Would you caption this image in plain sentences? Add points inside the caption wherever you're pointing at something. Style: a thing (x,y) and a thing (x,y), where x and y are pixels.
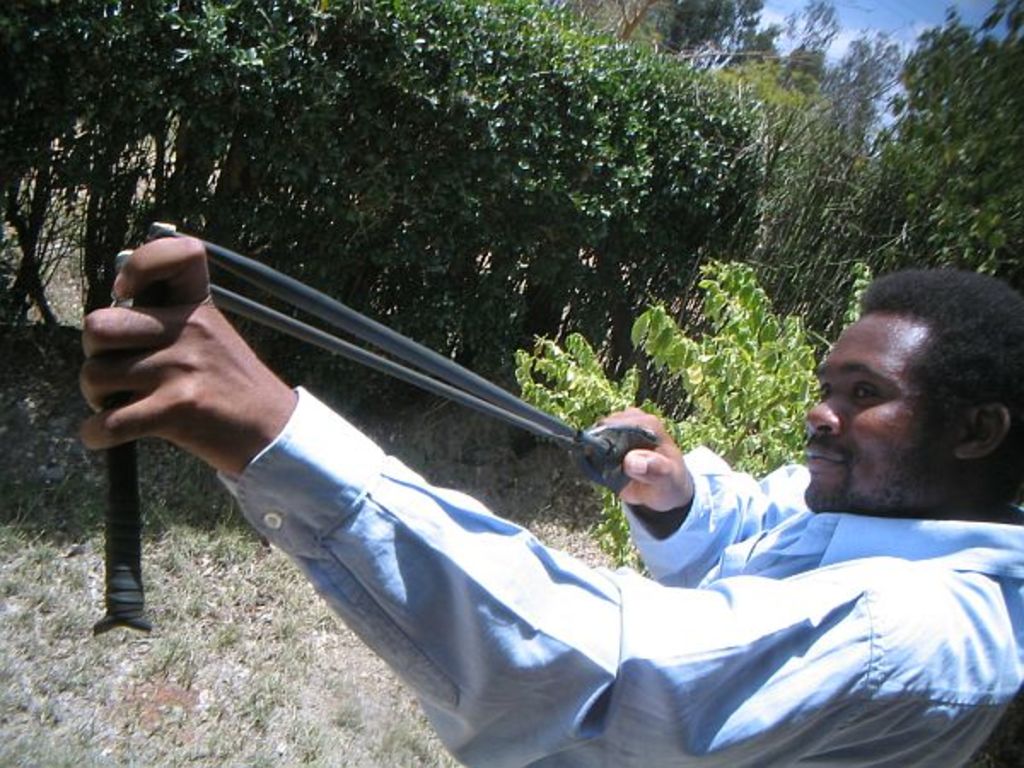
In this image, on the right side (883,568), we can see a man (931,528) holding an object (136,606) in his two hands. In the background (531,200), we can see some trees (531,255) and plants (823,255). At the top (898,1), we can see a sky (912,1), at the bottom (174,643), we can see a grass (281,582) on the land (281,595).
